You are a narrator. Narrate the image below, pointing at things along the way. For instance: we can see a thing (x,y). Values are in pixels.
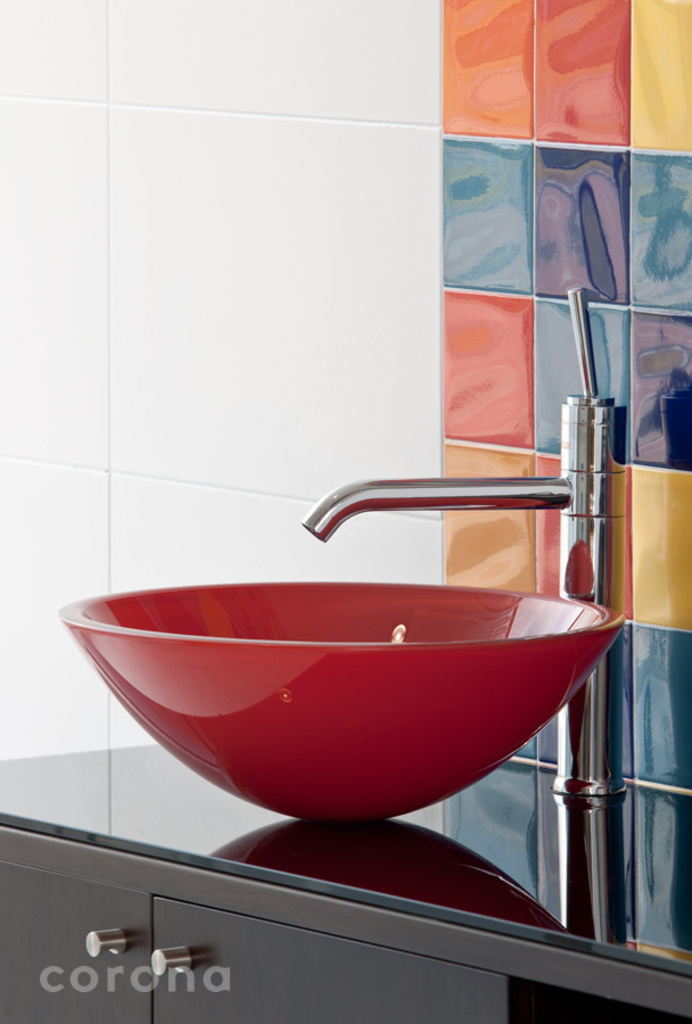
In this image I can see the tap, red color sink (502,665), cupboards (168,909) and few colorful tiles (546,185) at the background (534,291).
